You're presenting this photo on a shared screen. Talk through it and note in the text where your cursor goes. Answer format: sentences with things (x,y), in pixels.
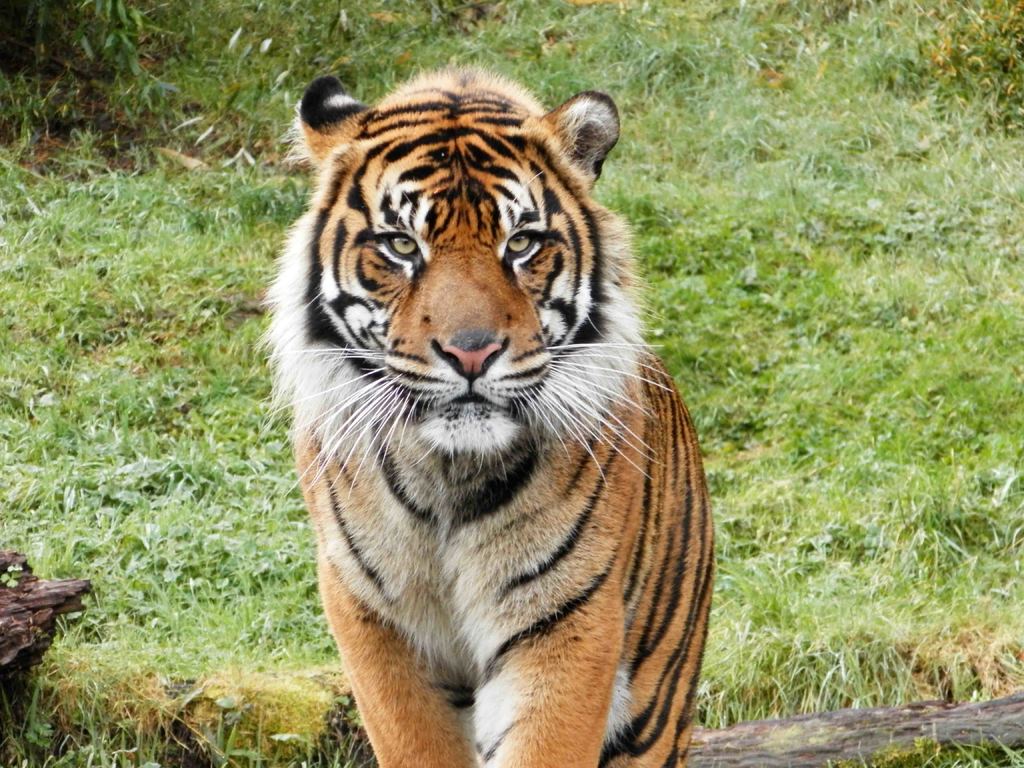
In the picture I can see a tiger (464,486) is standing on the ground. In the background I can see the grass (28,550).
